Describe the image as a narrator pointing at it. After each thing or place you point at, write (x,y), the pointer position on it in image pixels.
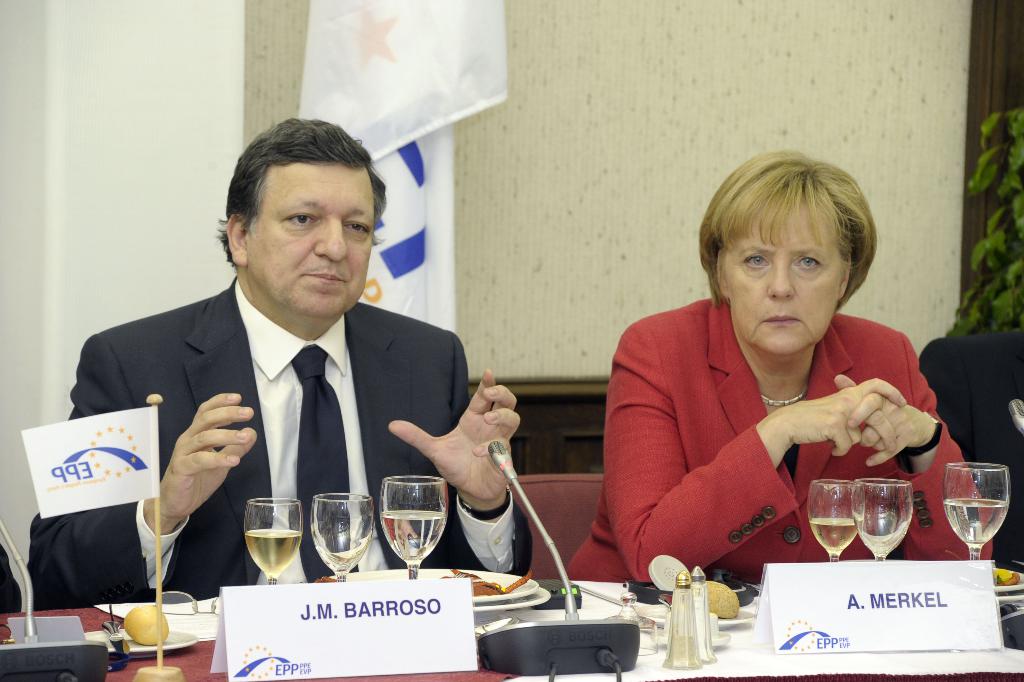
In this image there are a few people (510,403) sitting on their chairs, in front of them there is a table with mics (599,627), glasses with drinks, plates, flag (104,448), name plates (951,581) and a few other objects (182,596) placed on top of it, behind them there is a banner (391,244) with some text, plant (1004,229) and a wall (539,190).
